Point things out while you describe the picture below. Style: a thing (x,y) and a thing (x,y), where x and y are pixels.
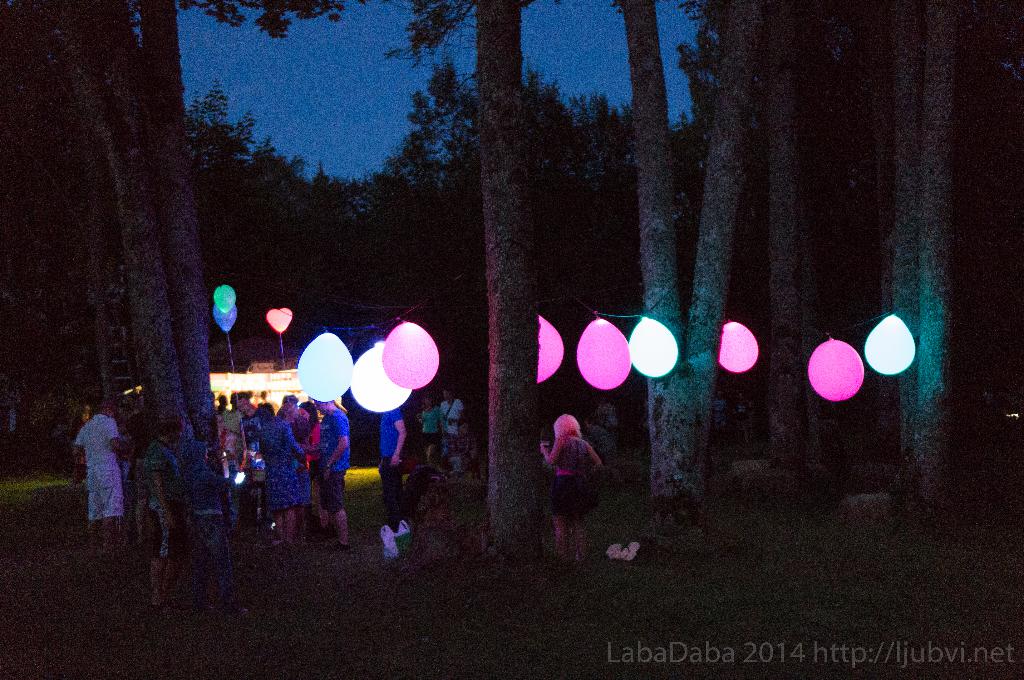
In this picture we can see a group of people (205,562) on the ground (335,542), here we can see balloons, trees (491,550) and some objects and we can see sky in the background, in the bottom right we can see some text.
